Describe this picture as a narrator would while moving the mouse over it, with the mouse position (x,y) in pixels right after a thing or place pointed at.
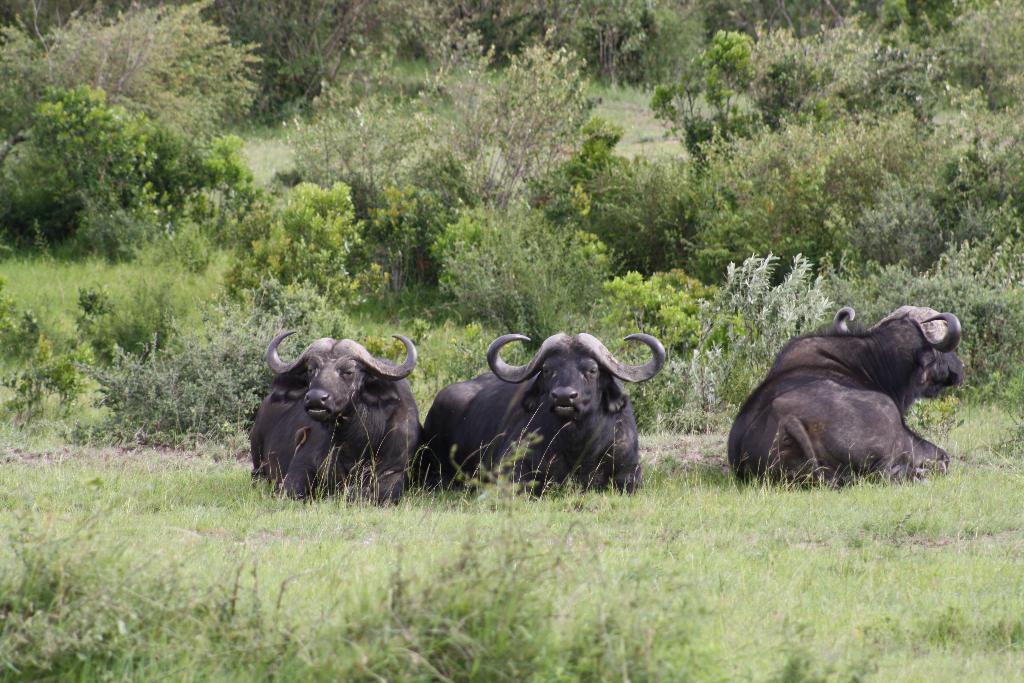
In this picture I can see three buffaloes (562,449) and I can see trees (696,103) and plants (851,39) and grass (420,577) on the ground (301,549).
